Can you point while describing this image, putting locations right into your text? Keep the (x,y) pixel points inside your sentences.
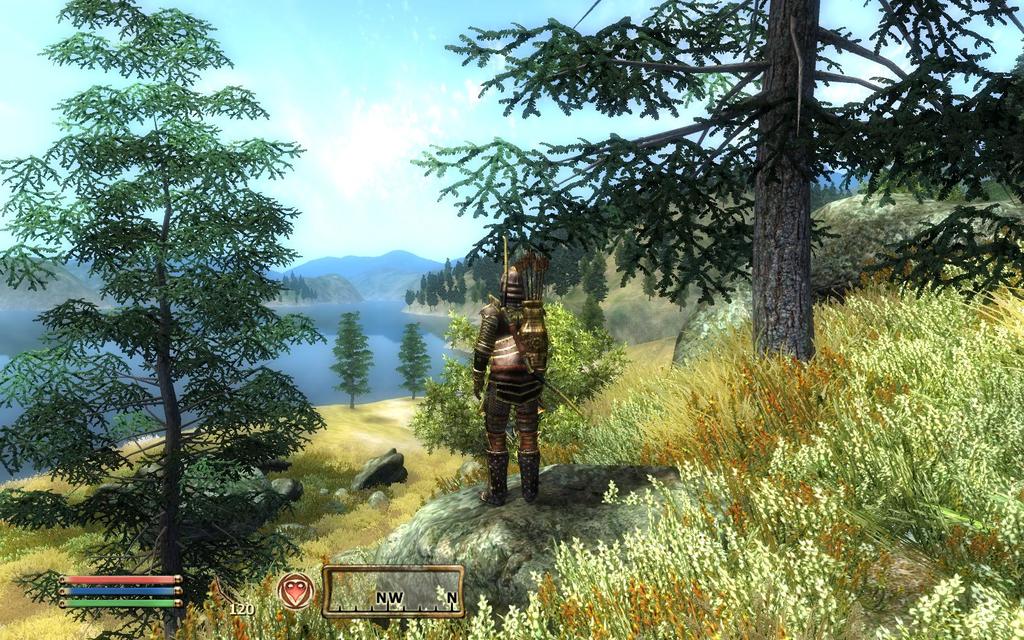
This is an animated image. Here I can see a person (507,468) is standing on the rock (516,526). On the left side (158,498), I can see a tree (168,391) and on the right side (833,448) I can see the grass (840,496). In the background (369,287) there are hills (327,273) and on the top of the image (349,55) I can see the sky (360,39).
